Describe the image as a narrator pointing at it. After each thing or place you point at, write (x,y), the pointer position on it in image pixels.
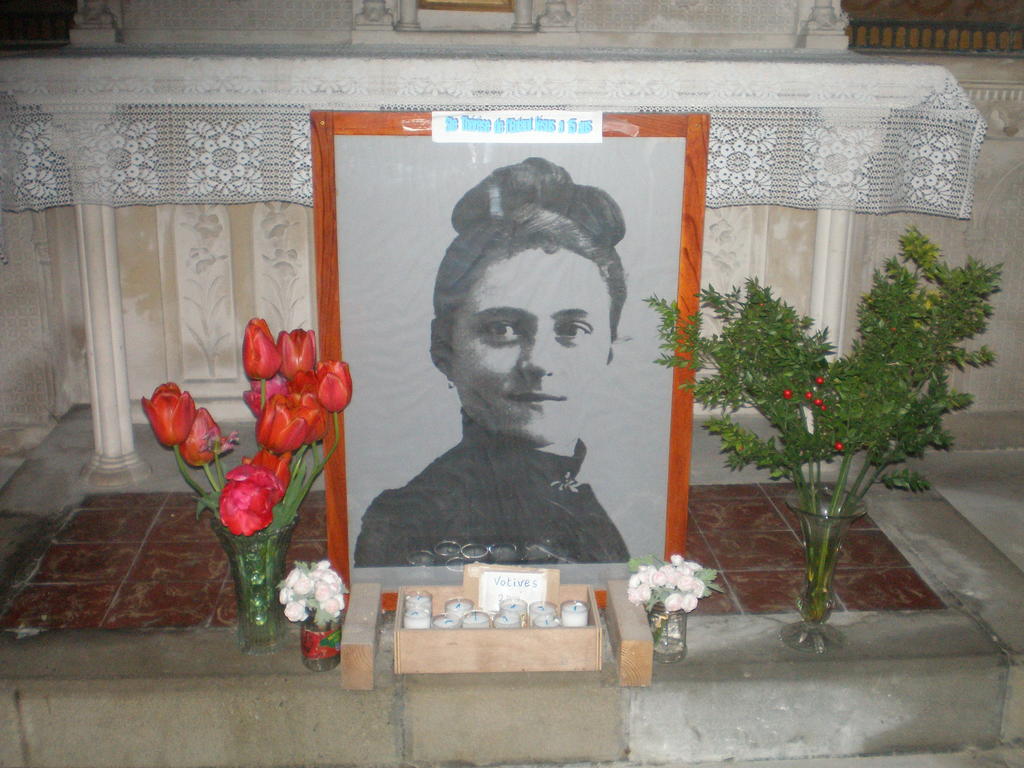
In this image there is a photo frame (349,203), in that there is a woman (474,465), on either side of the frame (404,171) there are flower vases (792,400), in front of the photo frame (428,567) there are candles (445,627) in a box (490,627), in the background (249,109) there is white cloth (744,106).
